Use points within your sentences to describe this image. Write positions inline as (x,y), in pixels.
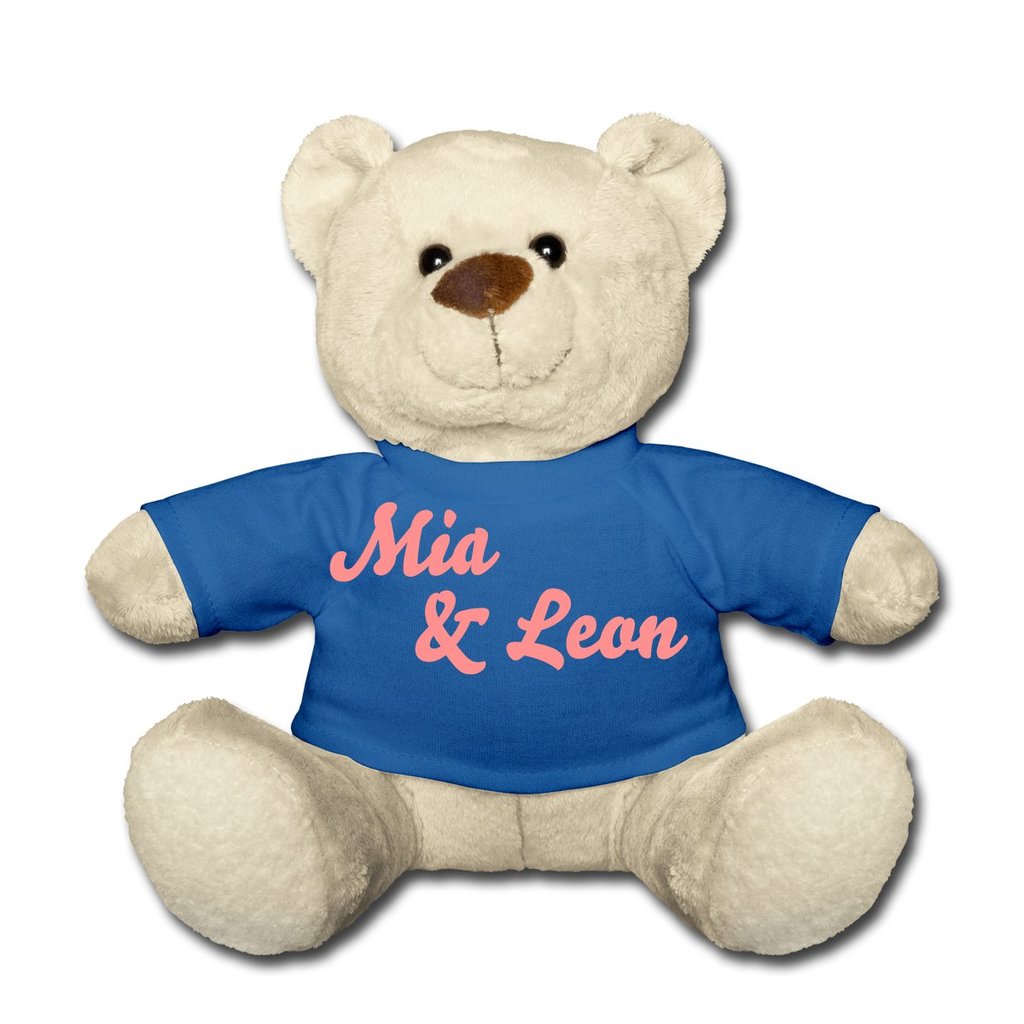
There is a white teddy (453,220) wearing a blue t shirt (332,732). The background (886,225) is white.
